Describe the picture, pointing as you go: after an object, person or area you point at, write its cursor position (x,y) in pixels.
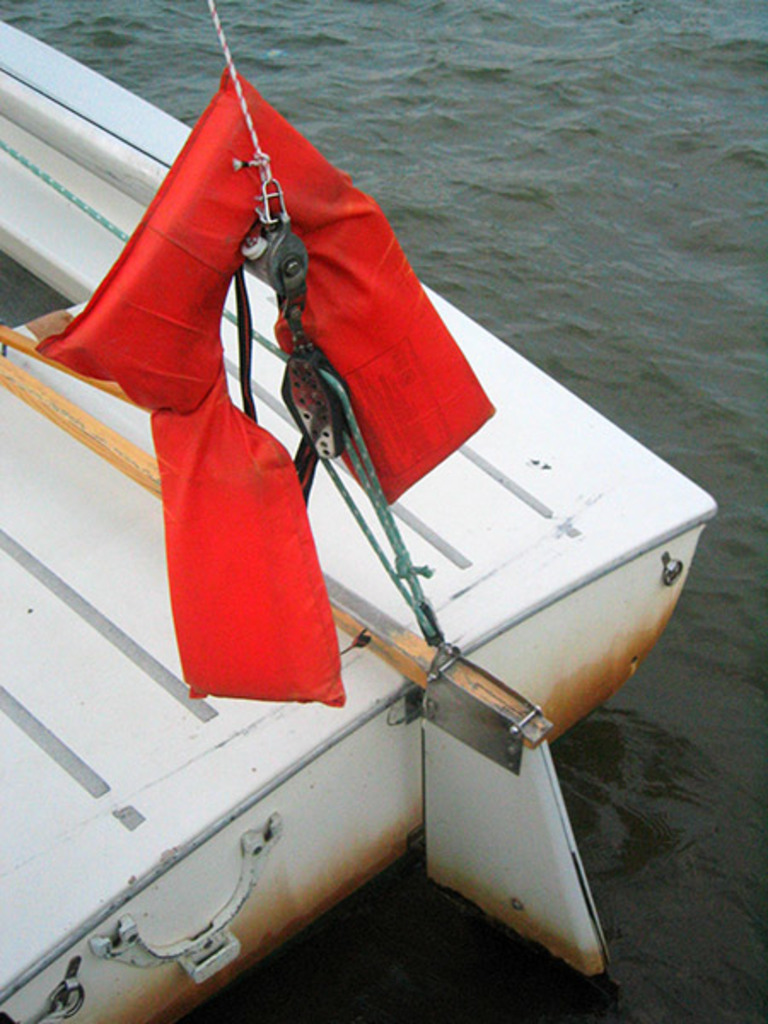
In this image, we can see a white color boat (72,782) on the water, we can see a red color object (291,546).
